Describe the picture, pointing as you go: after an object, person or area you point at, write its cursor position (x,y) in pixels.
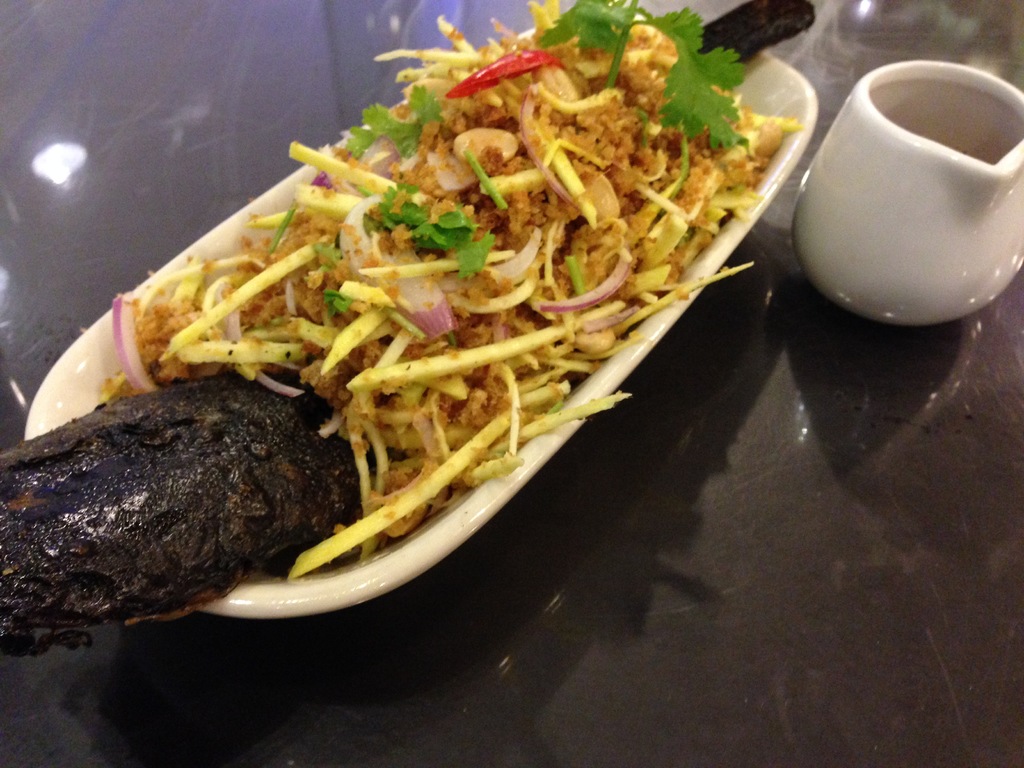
In this image, we can see some food item (395,389) is in the bowl (381,569). On the right side (917,257), we can see a cup (927,207). These things (943,219) are placed on the black surface (678,557).
